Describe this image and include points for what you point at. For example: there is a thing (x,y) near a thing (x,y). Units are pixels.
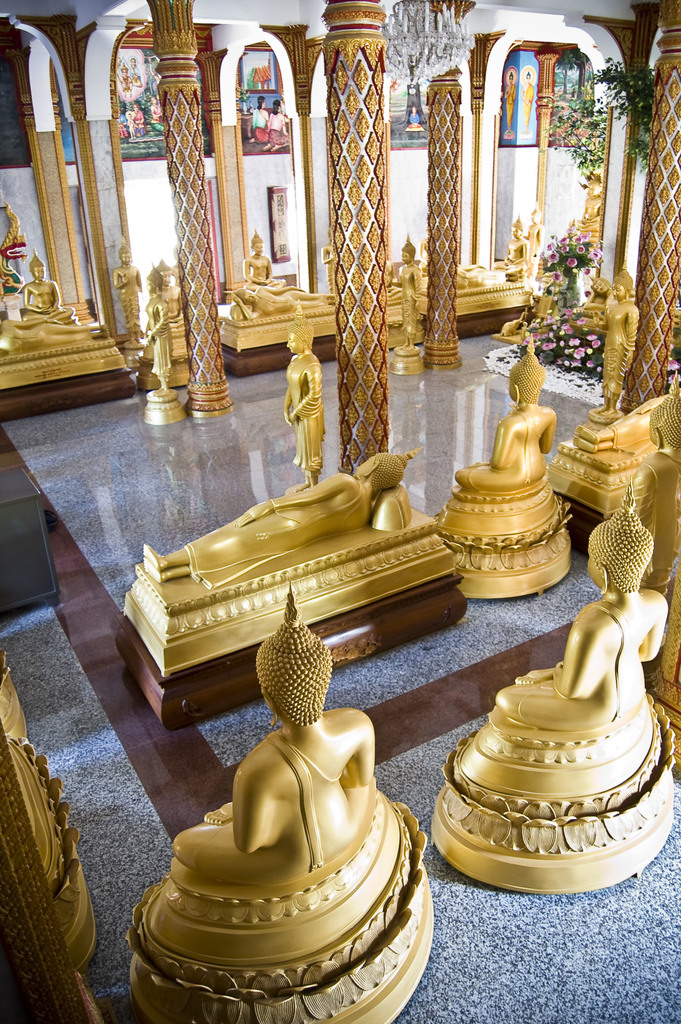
In this image, we can see some mini statues (282,531) on the granite surface (101,730). We can see some poles (628,388), plants (596,373) and the wall (219,247) with some frames (248,119).
